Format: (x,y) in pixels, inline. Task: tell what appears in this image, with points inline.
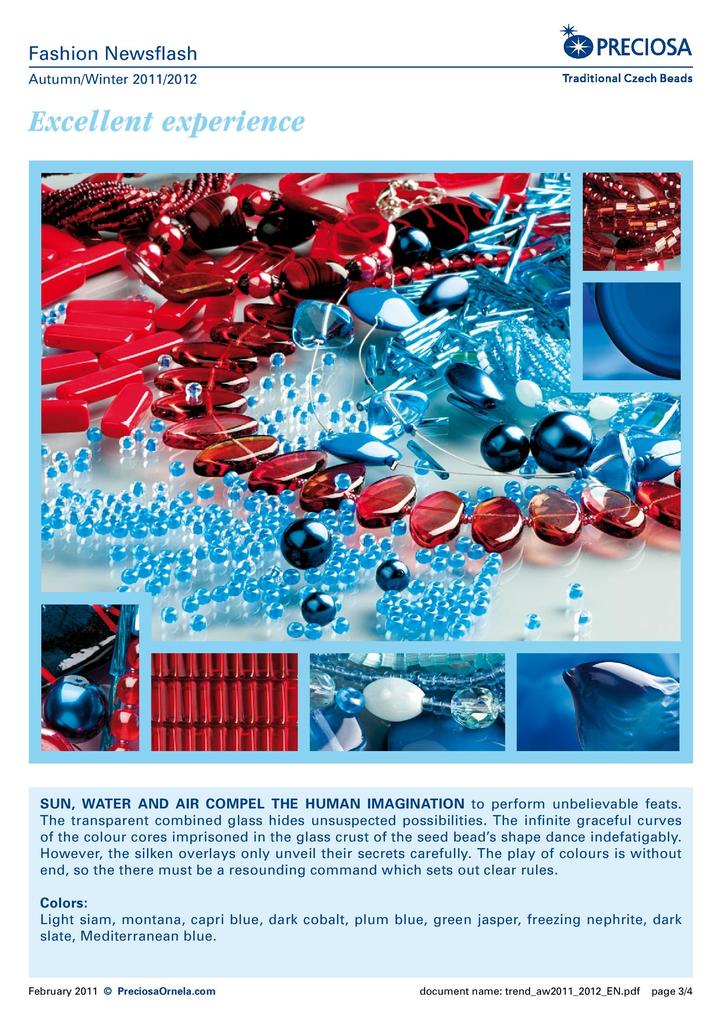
In this image we can see a magazine (272,680). On the top (43,72) and bottom of the image (282,846) we can see text (178,117).
